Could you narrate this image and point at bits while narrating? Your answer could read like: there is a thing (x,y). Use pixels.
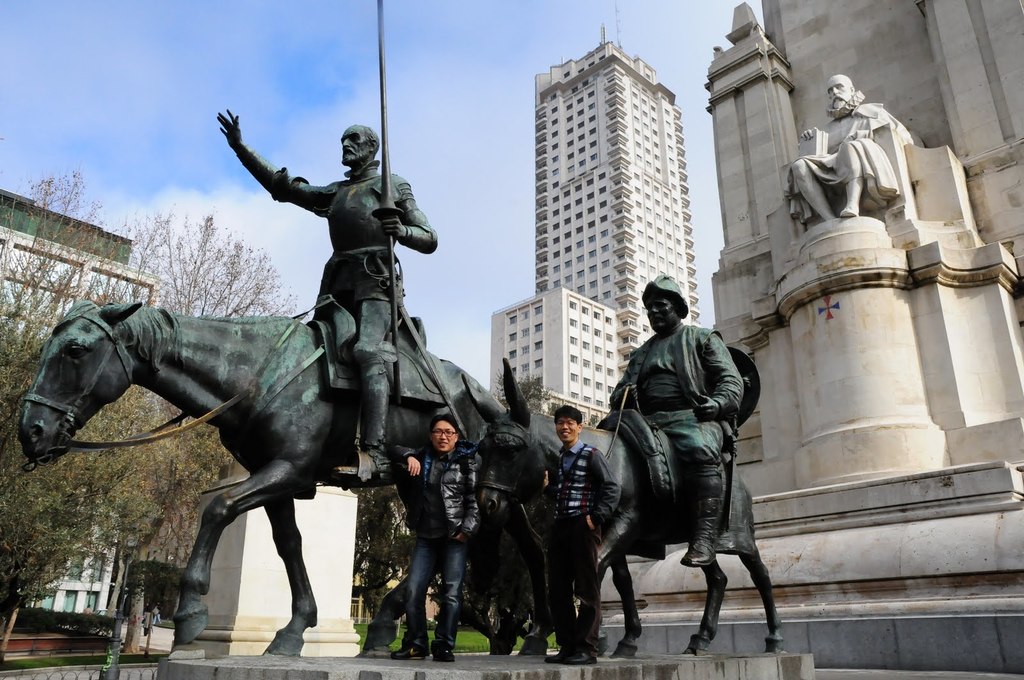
In this image there are statues (627,423), near the statues (482,492) there are two persons (574,515) standing, in the background (604,353) there are trees (191,289), buildings (613,202) and the sky (341,80).
